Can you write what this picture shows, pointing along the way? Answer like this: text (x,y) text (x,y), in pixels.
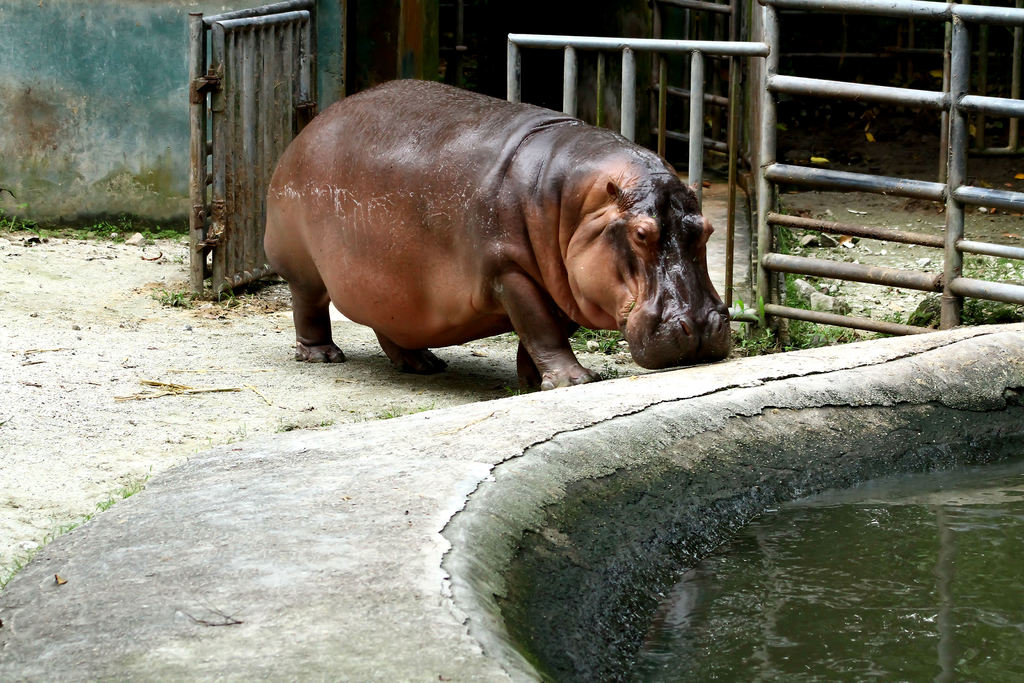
In this picture we can see a hippopotamus (581,252) standing here, at the right bottom (901,554) we can see some water (909,569), there is a gate (576,95) here, in the background (129,59) there is a wall (126,71).
